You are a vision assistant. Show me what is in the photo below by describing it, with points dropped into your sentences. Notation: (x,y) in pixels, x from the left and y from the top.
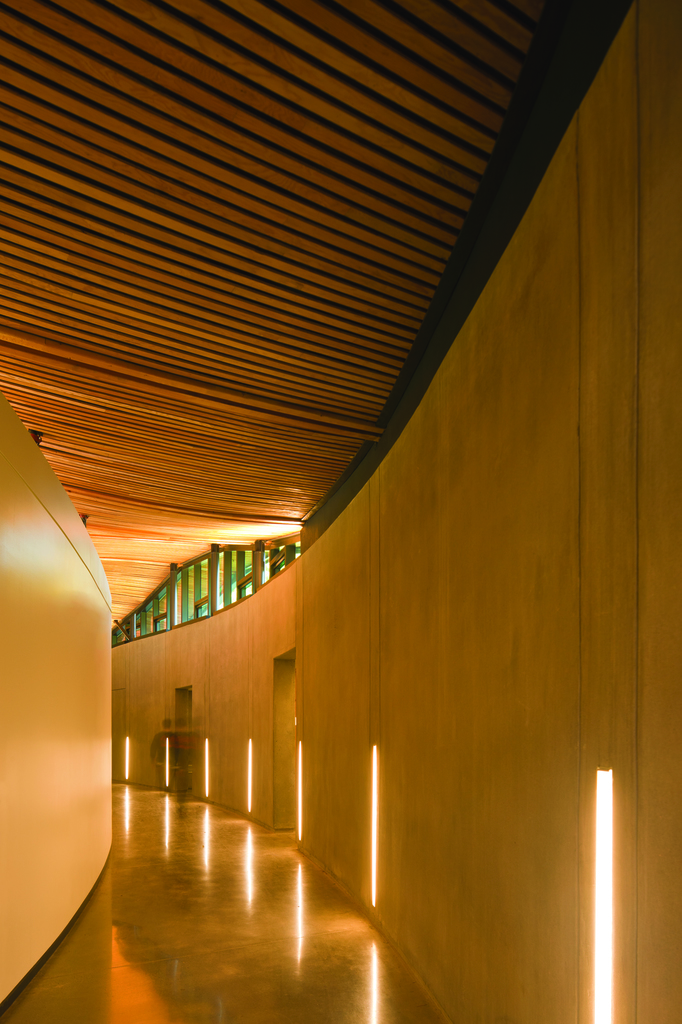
In this image I see the inside view of a building (281,672) and I see the walls (357,755) and I see the lights (206,779) over here and I see the floor (180,907).
